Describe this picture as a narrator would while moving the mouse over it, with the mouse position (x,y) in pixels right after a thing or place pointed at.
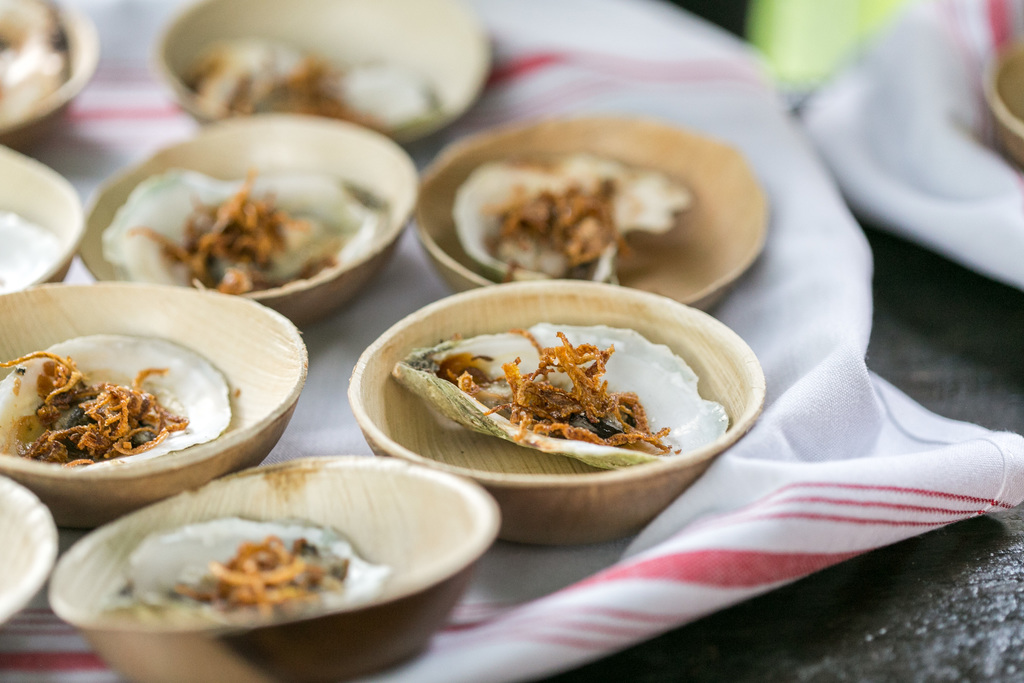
In this image we can see some food items (485,349) in the cups (350,461), which are on the cloth (772,511), and the background (861,152) is blurred.
